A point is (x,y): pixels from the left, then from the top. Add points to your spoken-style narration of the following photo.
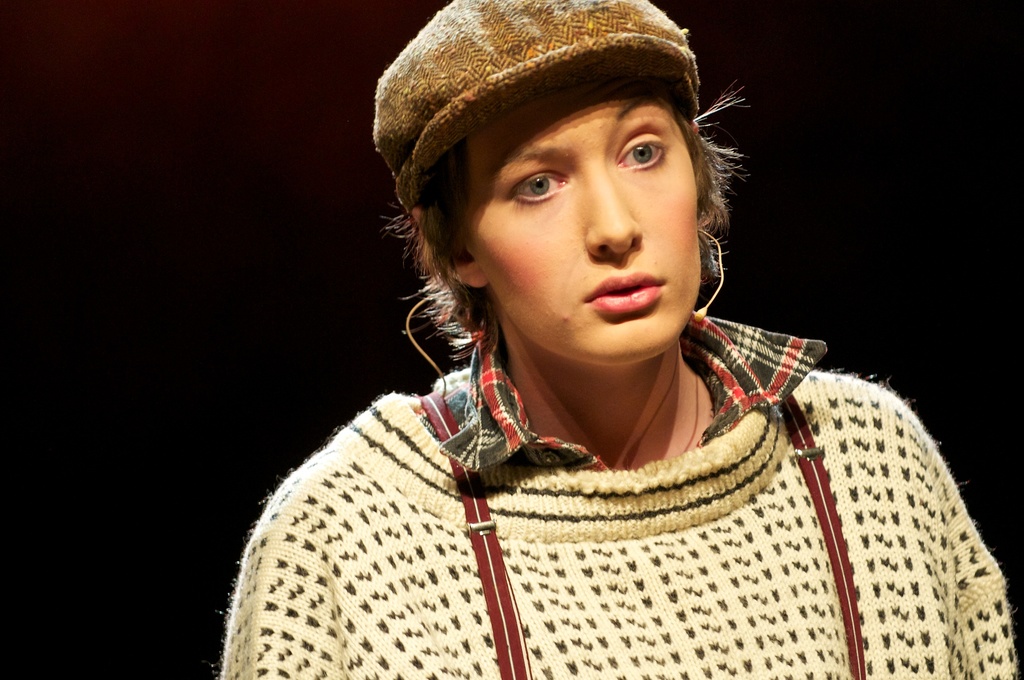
In this image there is a person (650,248) staring, the person (590,142) is wearing a hat (471,80).
